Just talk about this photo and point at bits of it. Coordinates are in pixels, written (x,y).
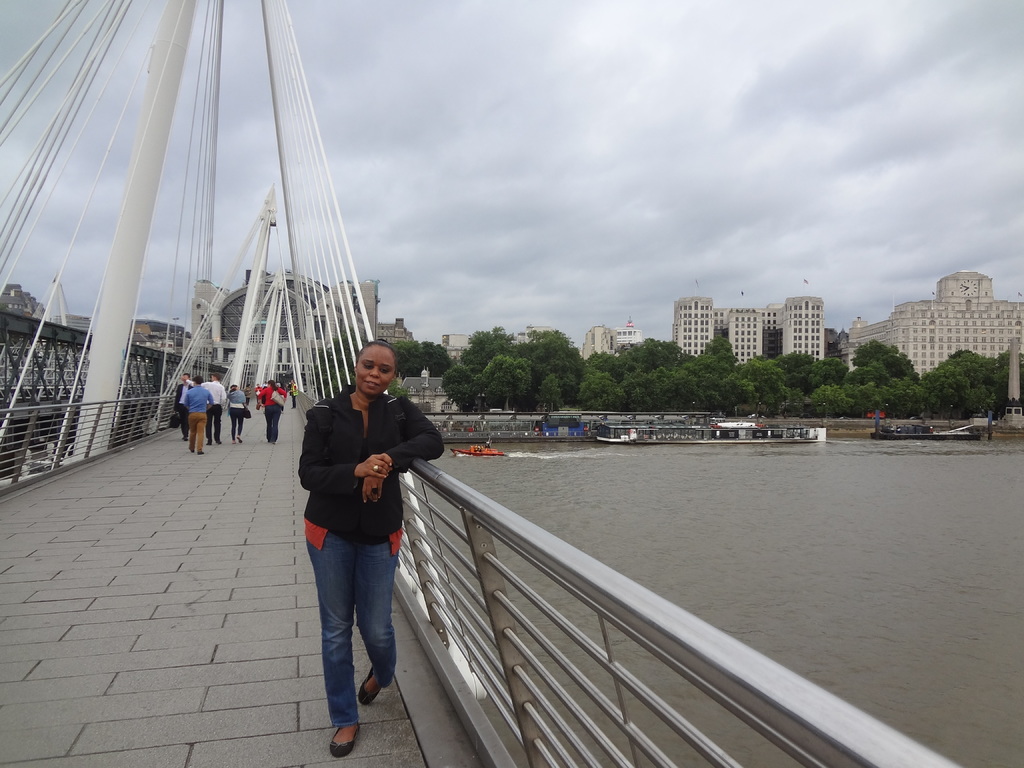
In this image, we can see people (314,473) on the bridge (173,576) and there are railings (496,642). In the background (343,283), there are trees (805,360), buildings (906,341), poles (101,340) and we can see boats (702,441) on the water (739,457). At the top (504,154), there are clouds (473,161) in the sky (600,172).
